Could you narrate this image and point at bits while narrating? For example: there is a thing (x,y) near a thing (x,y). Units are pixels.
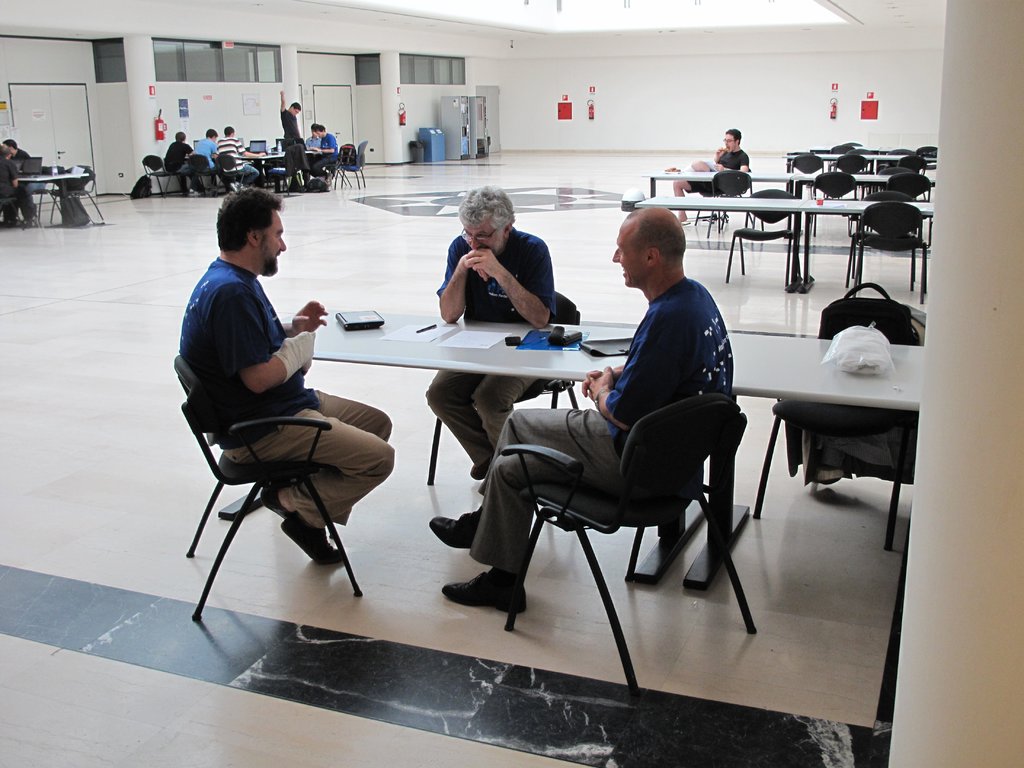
Here we can see three persons (218,326) sitting on a chair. They are having a conversation and they are smiling. In the background (5,176) we can observe a few persons (14,190) sitting on a chair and they are working on a laptop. Here we can see a few chairs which are empty on the right side (760,193).
